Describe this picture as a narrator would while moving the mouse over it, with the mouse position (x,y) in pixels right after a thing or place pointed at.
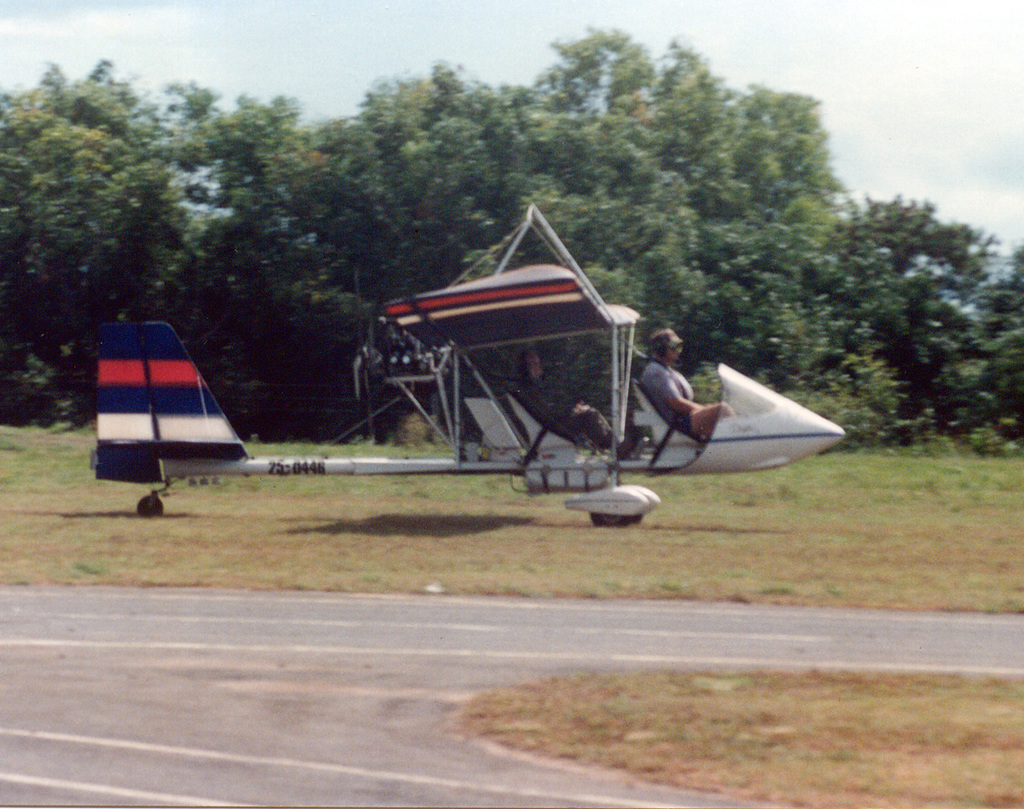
In this image we can see people (573,408) sitting in the aircraft (548,447) and there is a road (524,656). In the background (757,231) there are trees (757,219) and sky (493,35).
